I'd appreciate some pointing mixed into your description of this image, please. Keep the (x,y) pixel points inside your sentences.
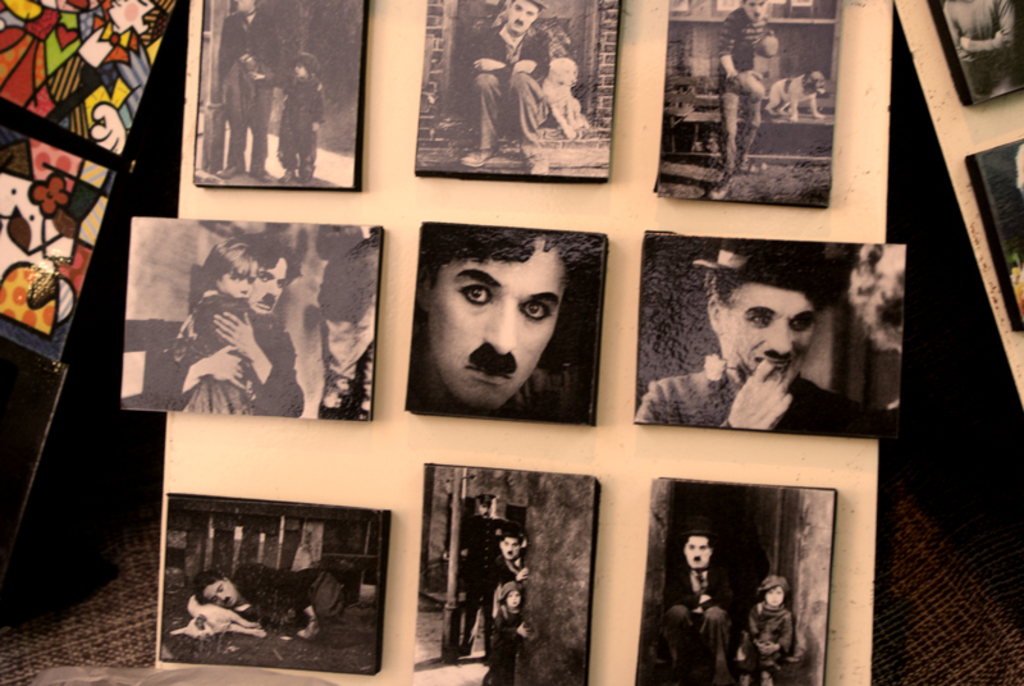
In the middle of the image (379,386) there is a board (307,489) with many picture frames (361,613) on it and there are many pictures (506,571) of a man (263,336) in the picture frames (550,302). On the left side of the image (27,220) there is a board (31,296) with a few paintings (29,221) on it. On the right side of the image (946,124) there is a board (975,128) with two picture frames (995,180) on it.
